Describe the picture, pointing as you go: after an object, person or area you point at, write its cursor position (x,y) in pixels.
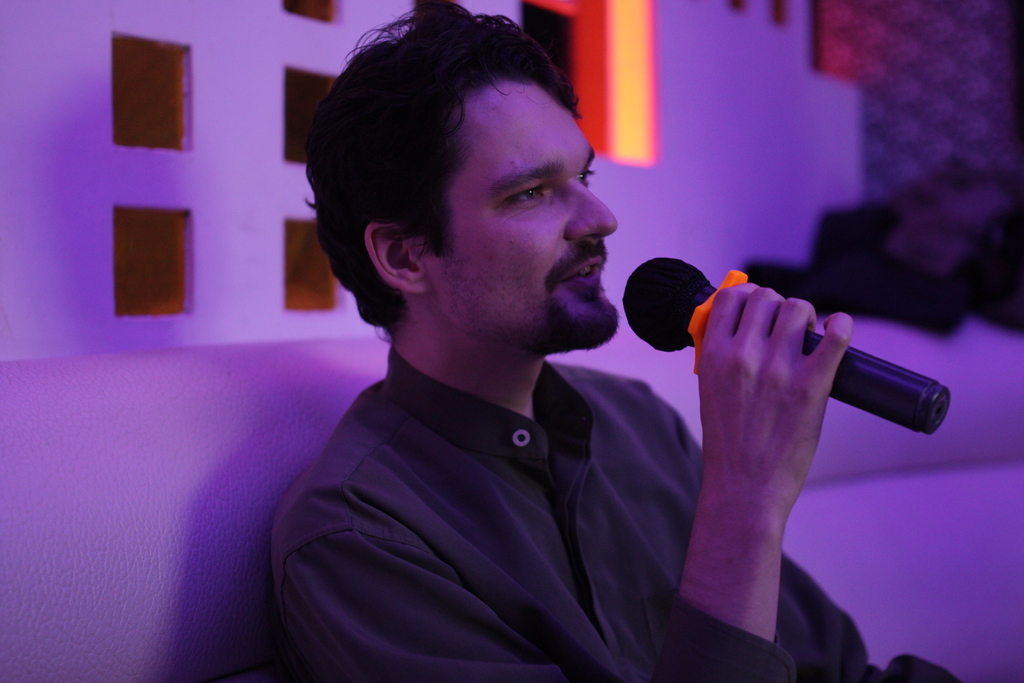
In this image a person (607,409) wearing a black shirt (571,512) is holding a mike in his hand (752,307). He is sitting on the sofa (161,569). Behind him there is a wall (75,124).
